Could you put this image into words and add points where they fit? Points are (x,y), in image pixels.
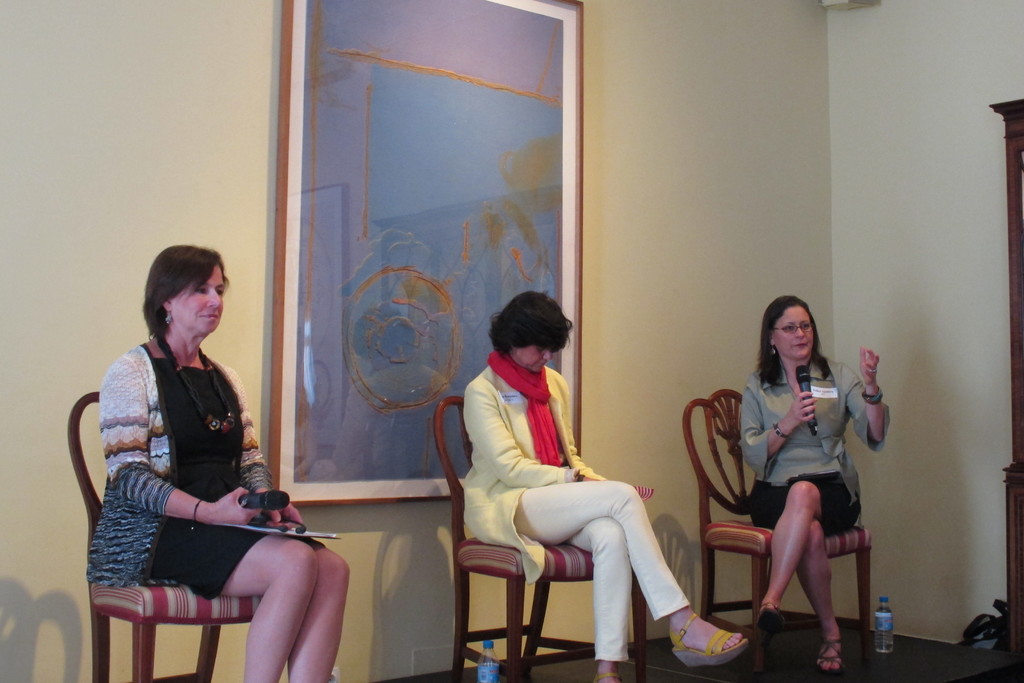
In this image there are three women (242,558) sitting on the chairs (770,546) at bottom of this image (492,475). The right side person (823,415) is holding a Mic (802,387) and there one bottle (884,610) is at bottom right of this image (885,632) and there is one bottle (496,673) at bottom middle of this image (490,660), and the person (202,503) is at left side (269,500) is also holding a Mic (251,502), and there is a wall (612,111) in the background (632,125) and there is a photo frame (553,197) attached on the wall (619,462) at middle of this image (444,317). There is one object (1012,417) placed at right side of this image (1015,483).
